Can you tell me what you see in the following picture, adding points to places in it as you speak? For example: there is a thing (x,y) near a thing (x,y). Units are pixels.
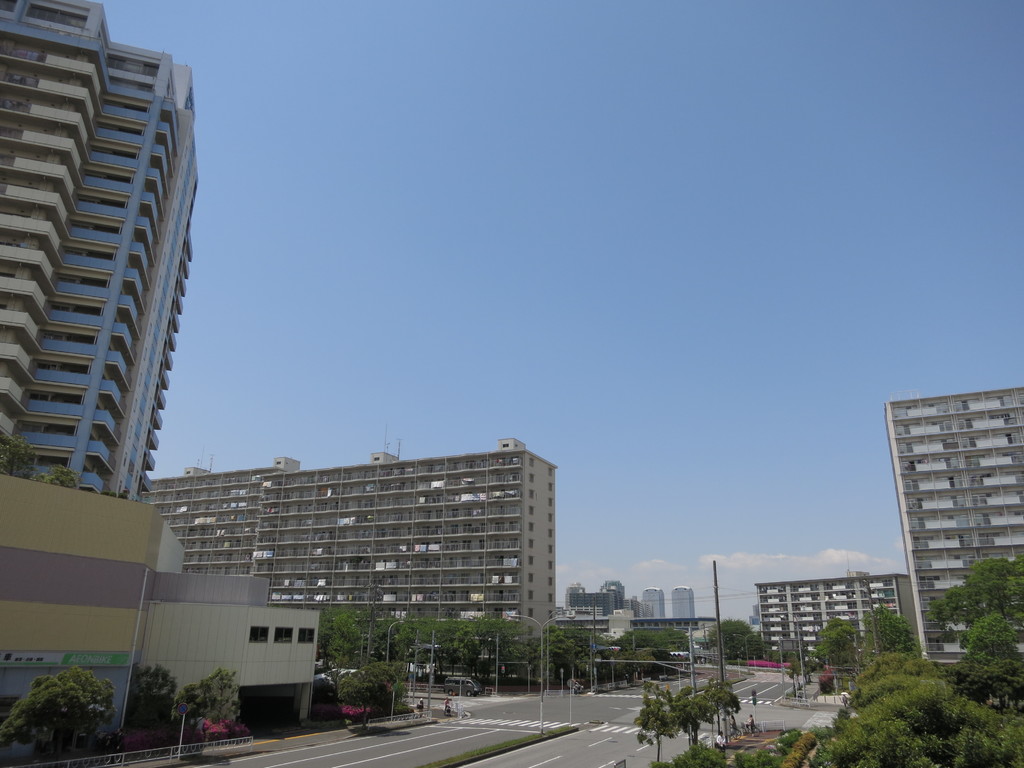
In this image we can see few buildings (953,470), trees (876,716), a vehicle (469,690) on the road (635,690), street lights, a pole (719,633) with wires (722,601) and the sky (646,247) in the background (760,369).
